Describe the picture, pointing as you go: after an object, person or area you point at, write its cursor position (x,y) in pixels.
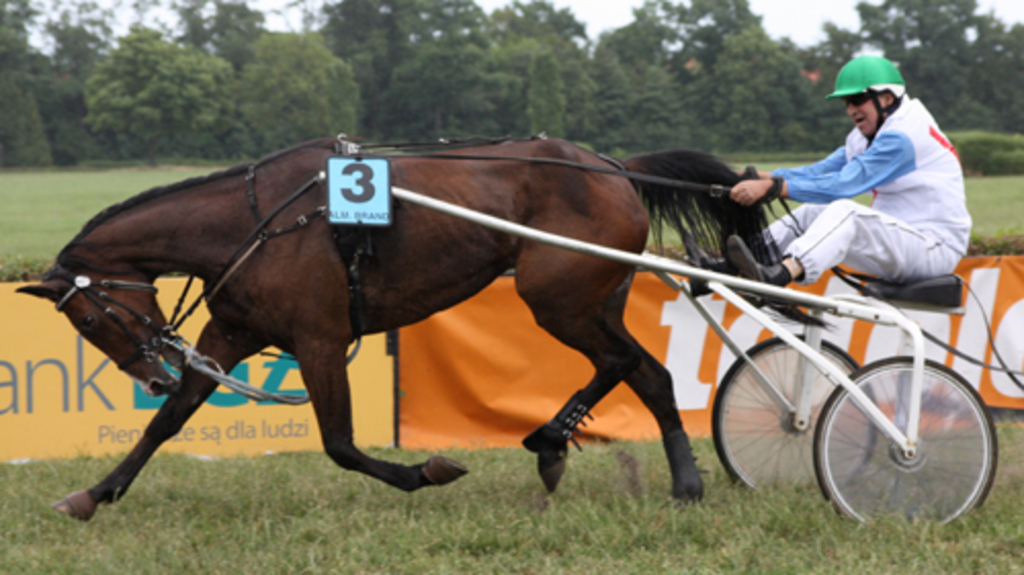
In this image I can see the person (894,209) sitting on the horse cart (804,300). I can see the horse (457,274) is in brown color and the person (905,189) is wearing the blue and white color dress (915,201) and also green color helmet (874,70). I can see the person (887,220) is holding the rope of the horse (469,245). In the background (442,366) I can see the banner (470,346), many trees (271,88) and the sky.
